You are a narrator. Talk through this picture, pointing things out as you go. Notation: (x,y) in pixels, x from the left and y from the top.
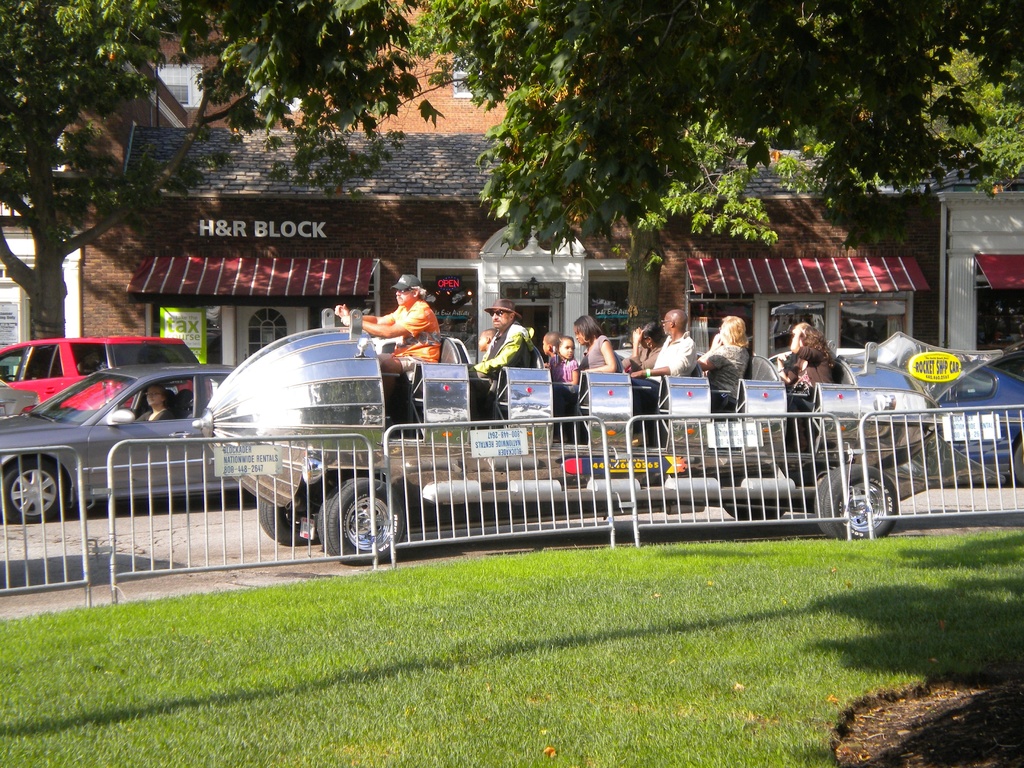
In this image there is a road (50,529). There are vehicles (454,397) moving on the road (8,529). There are people (410,295) sitting in the vehicles (920,353). Beside the road (140,522) there is a railing (629,479). In the background (363,239) there are buildings (402,151). There is a board (209,233) with text (321,228) on the building (386,211). At the bottom (292,646) there is the grass (411,617) on the ground (511,579). On the either sides of the image there are trees (559,93).
